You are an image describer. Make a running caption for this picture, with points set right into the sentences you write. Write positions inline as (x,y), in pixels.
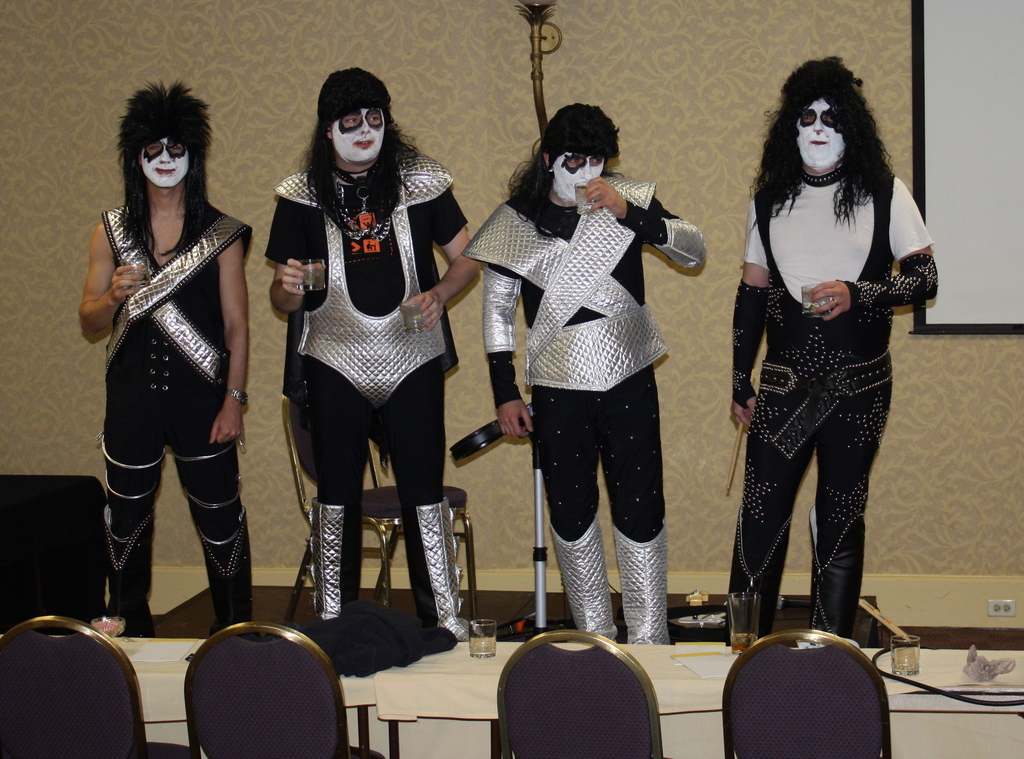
In this image we can see a group of people (555,432) standing on the floor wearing the costume (659,499) holding some glasses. We can also see some chairs (382,560) beside them and a table (417,670) containing some glasses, papers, wires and a cloth (399,653) on it. On the backside (709,407) we can see a switchboard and a board (948,332) on a wall (904,347).
